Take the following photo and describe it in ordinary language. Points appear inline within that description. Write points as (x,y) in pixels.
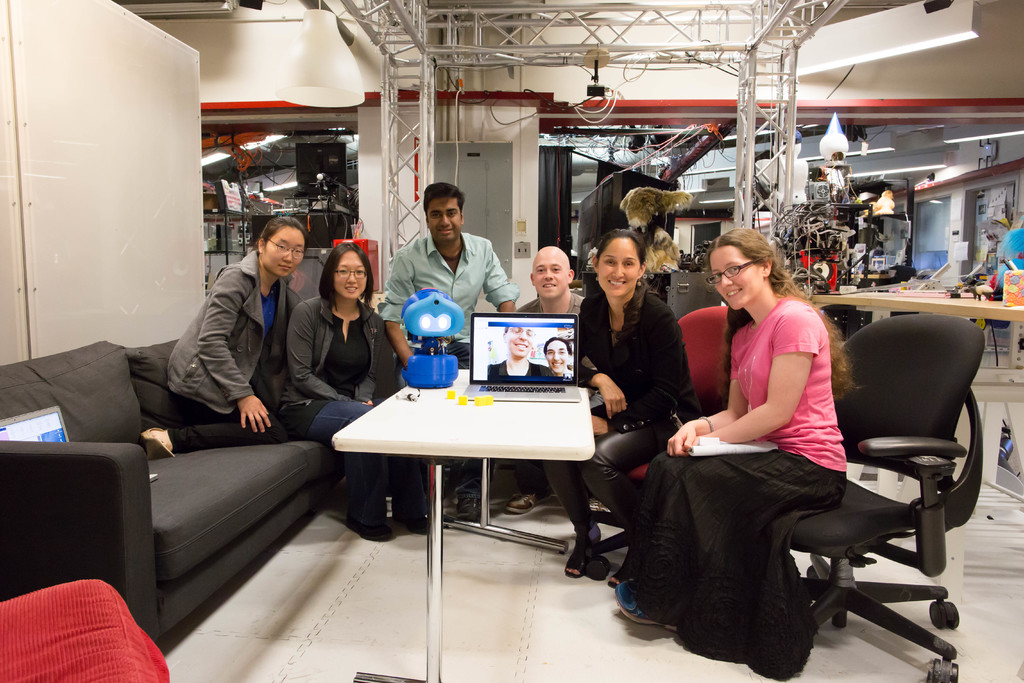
In the picture there are group of people (592,303) sitting, in between them there is a white color table (569,441) and a laptop (510,377) and a gadget (454,377) placed, some of them are laughing behind them there are also few machinery items (865,203) and a white color wall (266,69).
